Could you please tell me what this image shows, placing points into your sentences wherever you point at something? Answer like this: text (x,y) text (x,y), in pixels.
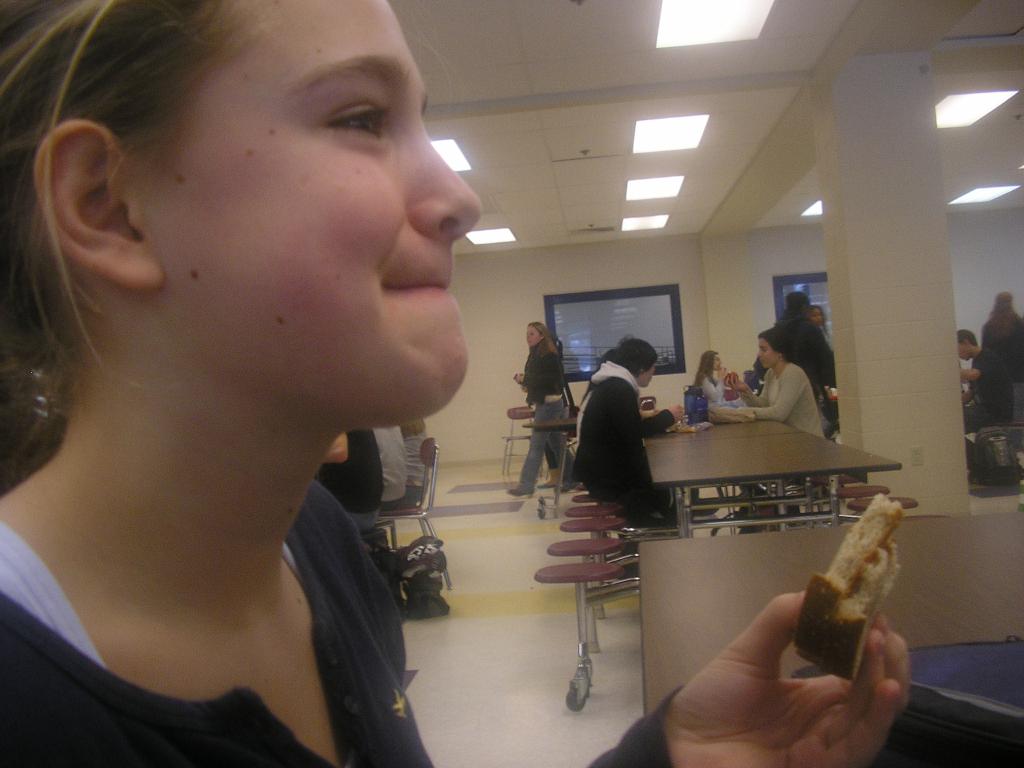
In this picture, we see many people (708,391) sitting on chairs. In front of them, we see a table (755,442). Girl (352,26) on the left corner of the picture (136,430) wearing blue t-shirt (74,704) is holding bread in her hands (815,689). In front of her, we see a brown table (941,624). Behind the table (988,635), we see a pillar (885,314) and on top of the picture (565,168), we see the roof (486,68) of that room (735,139). On background (635,240), we see a wall (703,293) which is white in color and on wall (687,284), we see screen (657,308) on which something is displayed.
